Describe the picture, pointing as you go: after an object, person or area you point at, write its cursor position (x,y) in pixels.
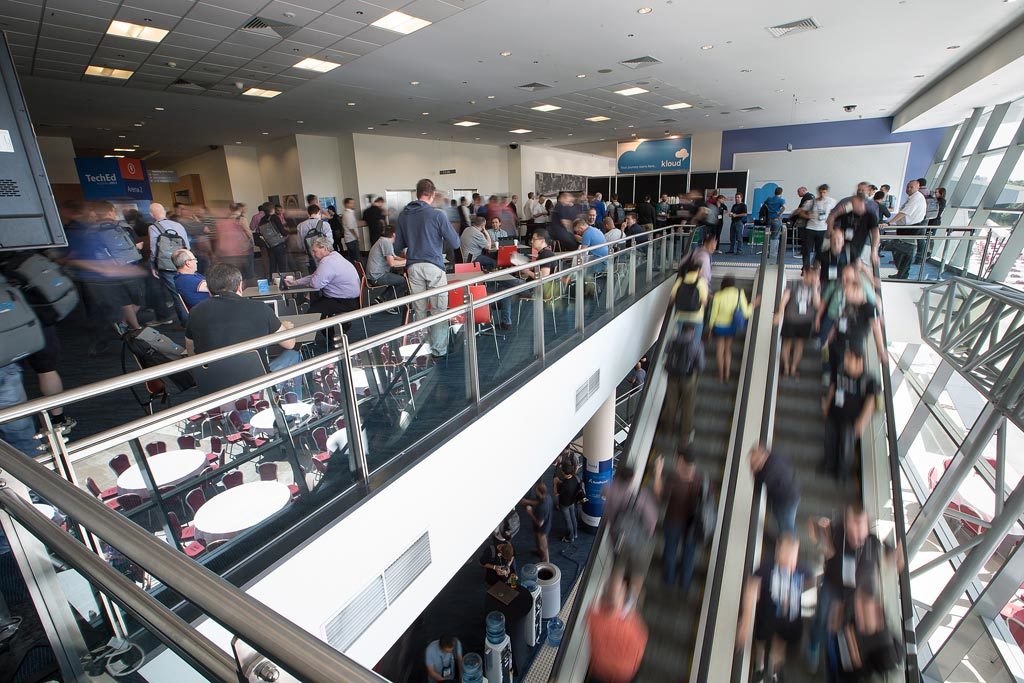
In this image I can see the interior of the building (600,436) in which I can see few stairs (723,435), few persons (695,542) on the stairs (814,486), the glass railing (425,364), few chairs (386,347), few tables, few persons (335,293) sitting, few persons (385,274) standing, few boards (867,164), the windows (982,166), the walls (944,142), the ceiling (756,109) and few lights (149,30) to the ceiling (287,105).
